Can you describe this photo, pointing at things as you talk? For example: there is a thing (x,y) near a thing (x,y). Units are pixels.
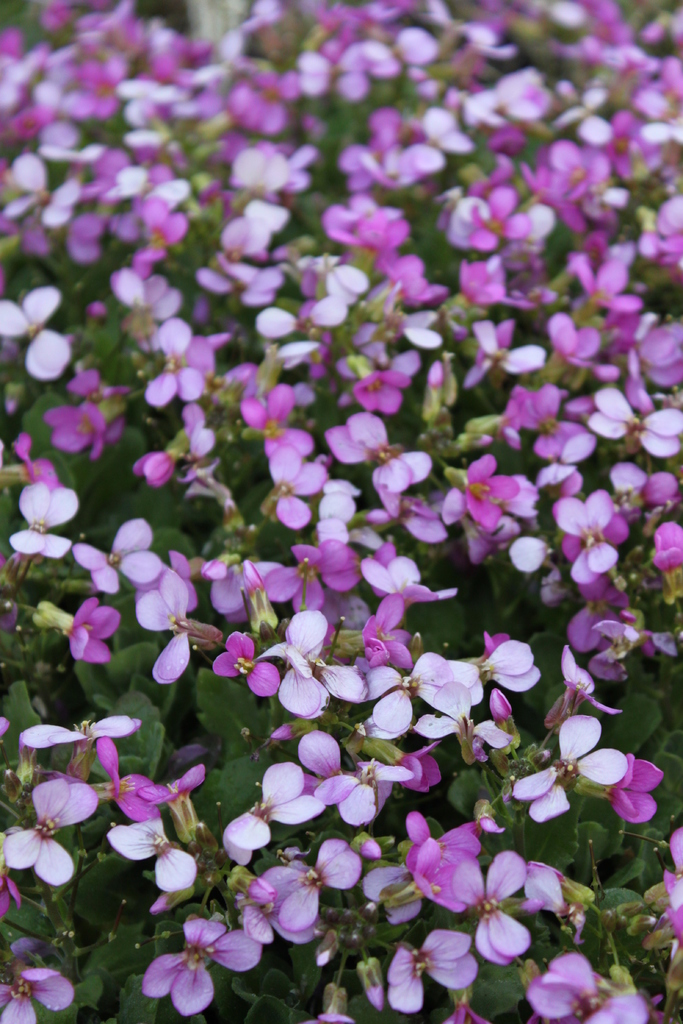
In this image we can see there are some flowers (314,636) and leaves (70,831).
